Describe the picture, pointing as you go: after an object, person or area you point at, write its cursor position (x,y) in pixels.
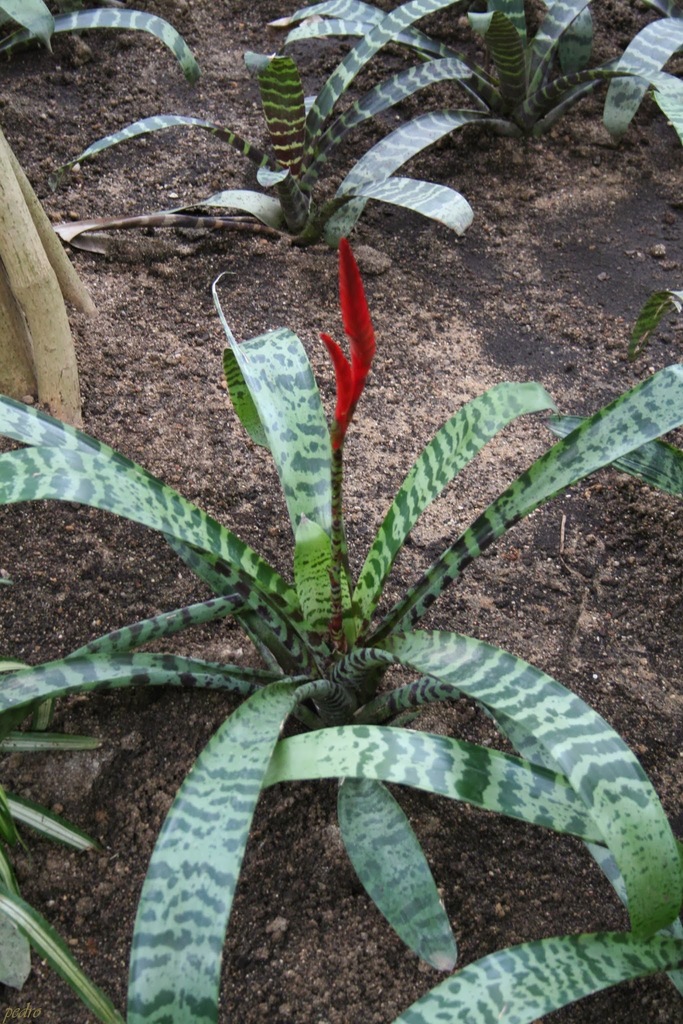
In this image, I can see the plants (364,698). This looks like a flower (336,360), which is red in color. I think this is the wooden stick (41,237).
